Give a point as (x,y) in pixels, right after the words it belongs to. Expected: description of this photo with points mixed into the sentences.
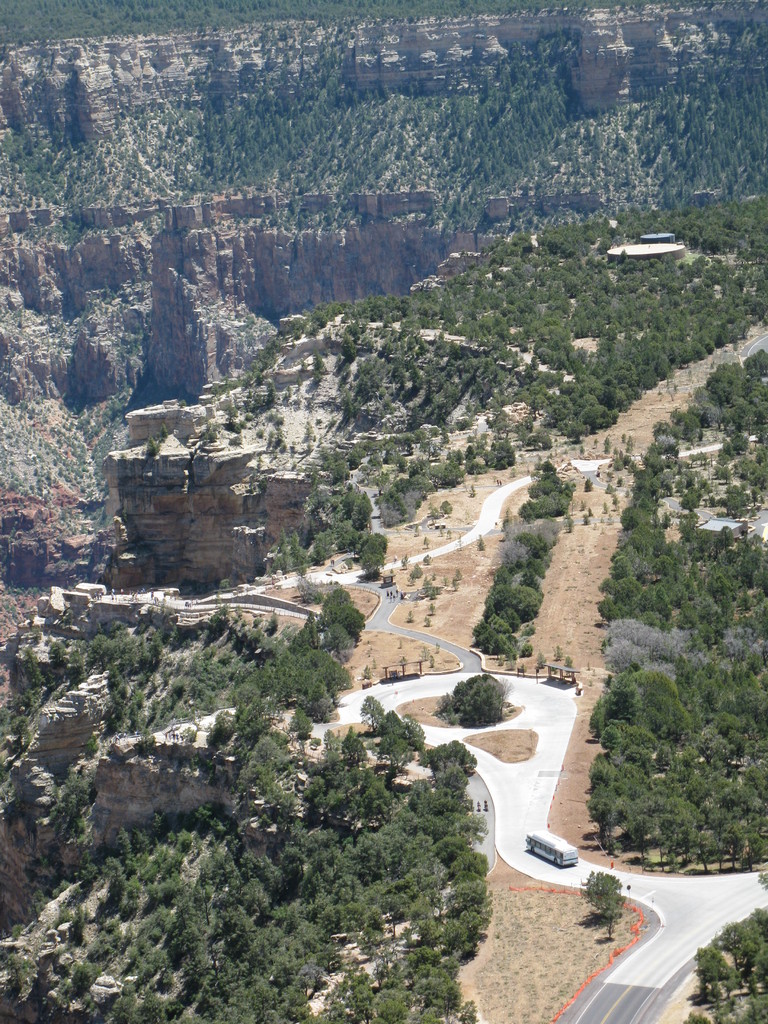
In this image there is a vehicle (533,836) on the road (464,737). There are trees (260,742) on the land (621,855). Background (55,337) there are hills (325,256). Right side (666,251) there is a building (672,235).
